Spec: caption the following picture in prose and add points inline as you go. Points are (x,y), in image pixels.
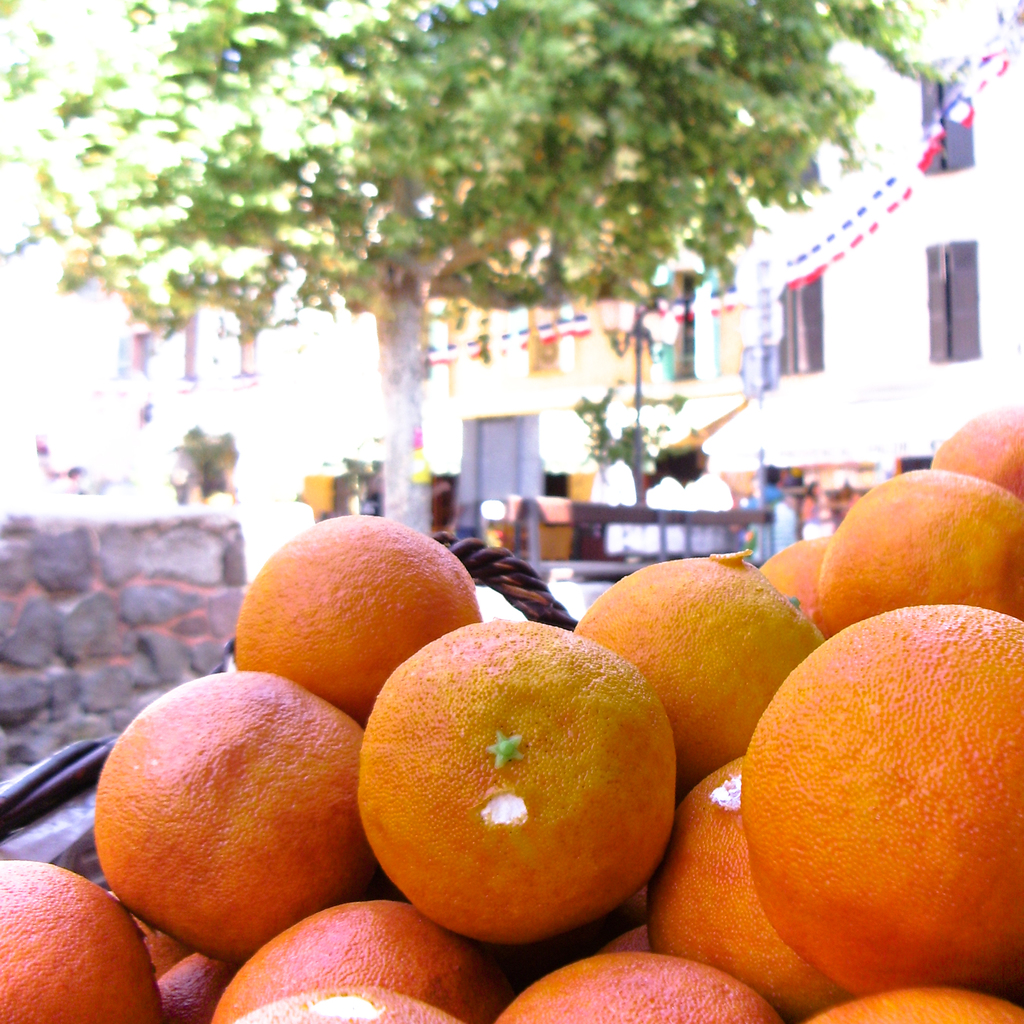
At the bottom of this image (549,771) there are few oranges (516,688). On the left side (112,608) there is a wall (40,575). In the middle of the image (407,403) there is a tree (738,177). In the background (866,311) there is a building (871,291). The background (536,423) is blurred.
